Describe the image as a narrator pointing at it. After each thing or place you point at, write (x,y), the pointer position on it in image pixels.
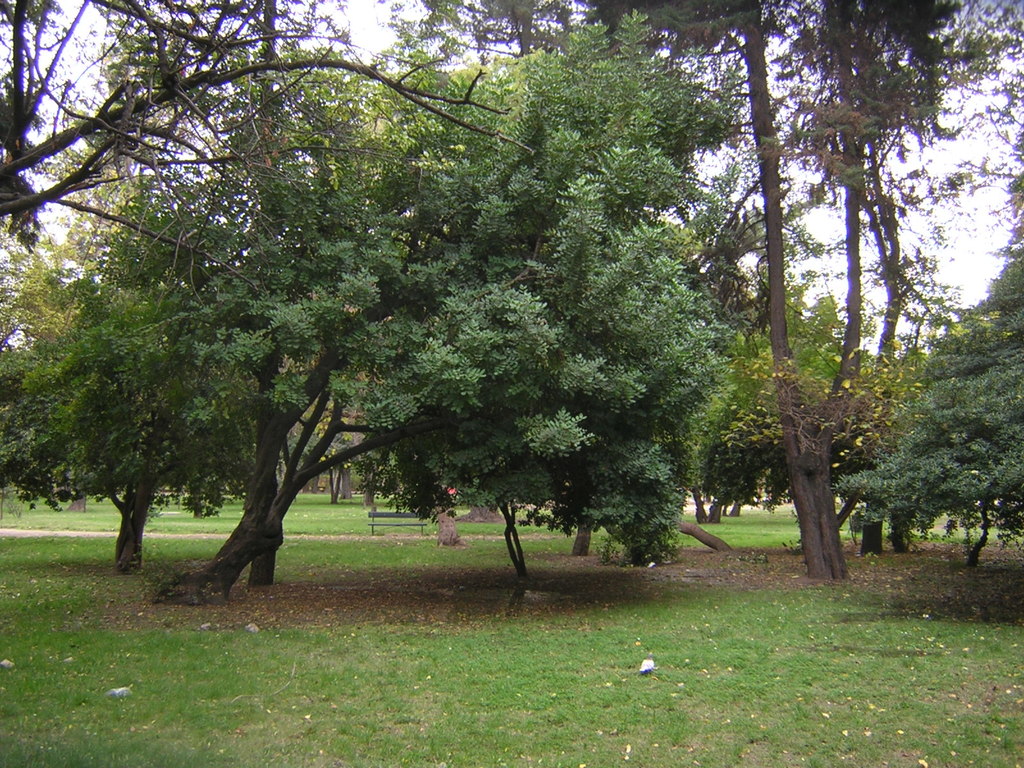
In this picture I can see trees (523,505), a bench (397,513) and a bird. In the background (364,20) the sky (377,25).
